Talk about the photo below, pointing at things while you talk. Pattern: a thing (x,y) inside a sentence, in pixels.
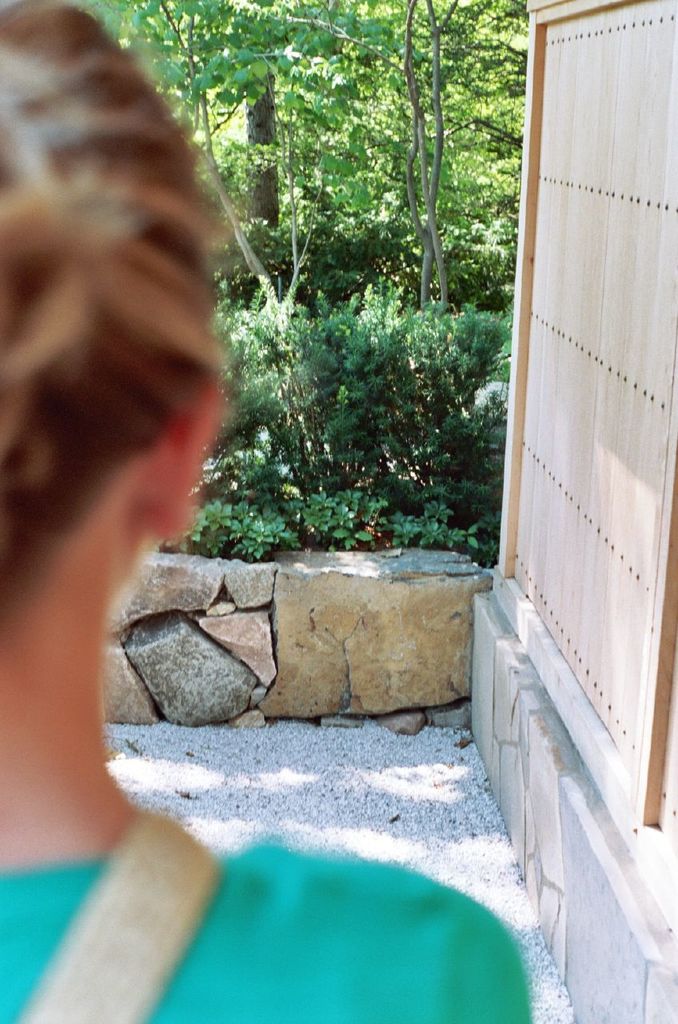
In the background (293,76) we can see the trees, plants (467,444) and small retaining wall (493,568). On the right side of the picture (610,114) we can see the wooden wall (656,517). On the left side of the picture (127,72) we can see the partial part of a woman (25,632).
